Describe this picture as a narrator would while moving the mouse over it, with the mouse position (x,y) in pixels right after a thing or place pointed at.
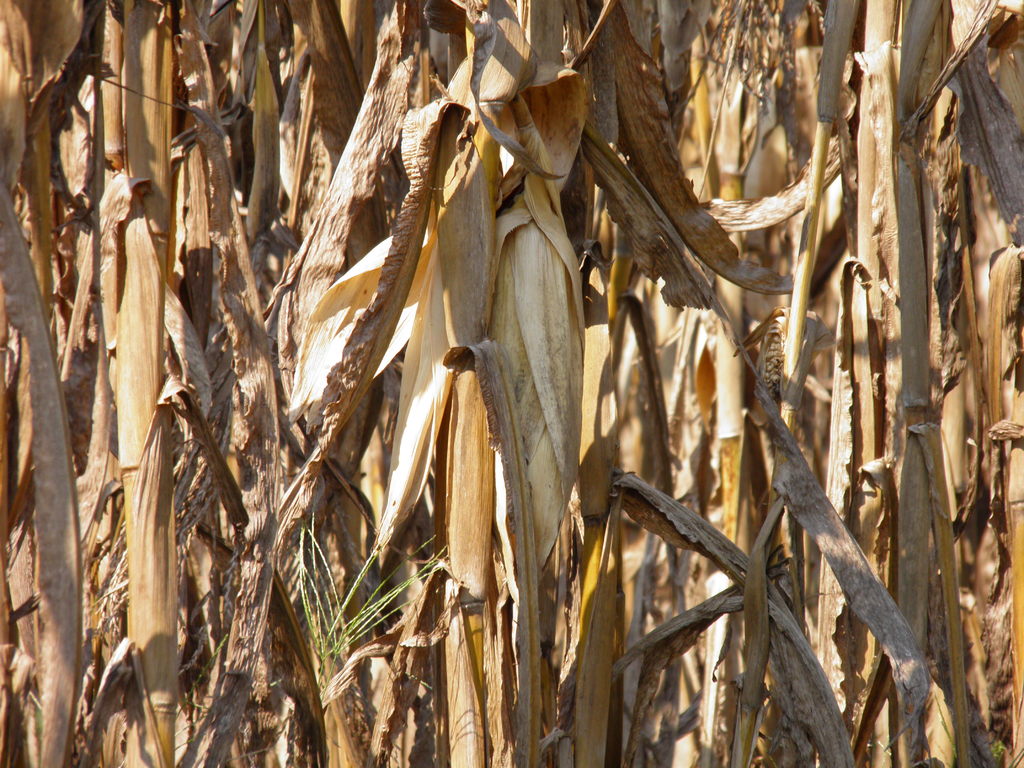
In this picture we can observe a dried crop (617,328). This crop (573,327) is in brown color. We can observe dried leaves (379,117).
